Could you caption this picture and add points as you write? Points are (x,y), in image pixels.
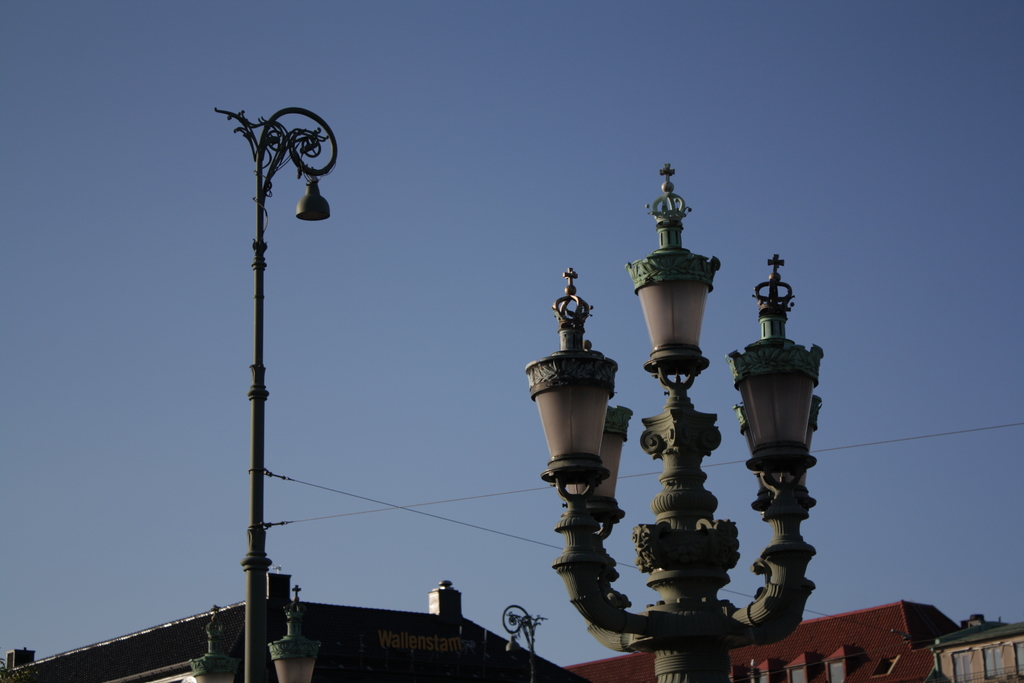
In this image I can see few buildings (399,633), windows (987,652), few poles (564,523), few lights (552,432), wires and the sky (503,229) in the background (594,158).
